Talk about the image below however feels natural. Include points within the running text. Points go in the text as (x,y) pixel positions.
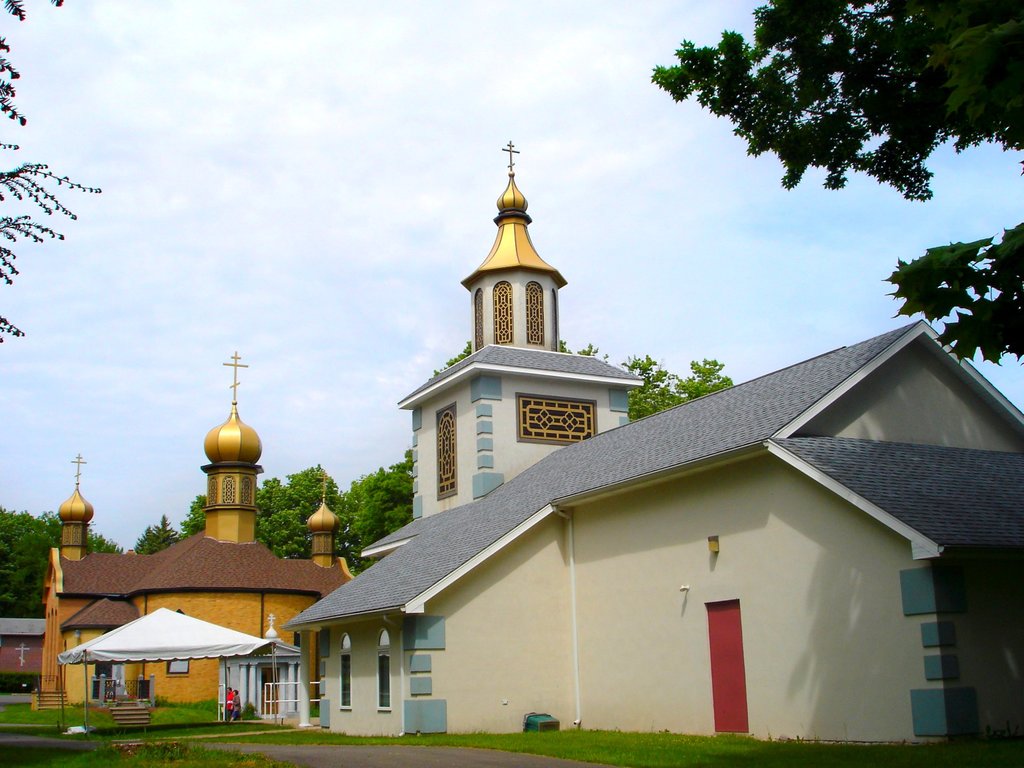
At the bottom of the image (69,757) there is grass (60,763). In the middle of the image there is tent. Behind the tent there are some buildings (724,455). Behind the buildings (942,364) there are some trees (466,352). At the top of the image (652,235) there are some clouds (173,268) and sky (137,106).
